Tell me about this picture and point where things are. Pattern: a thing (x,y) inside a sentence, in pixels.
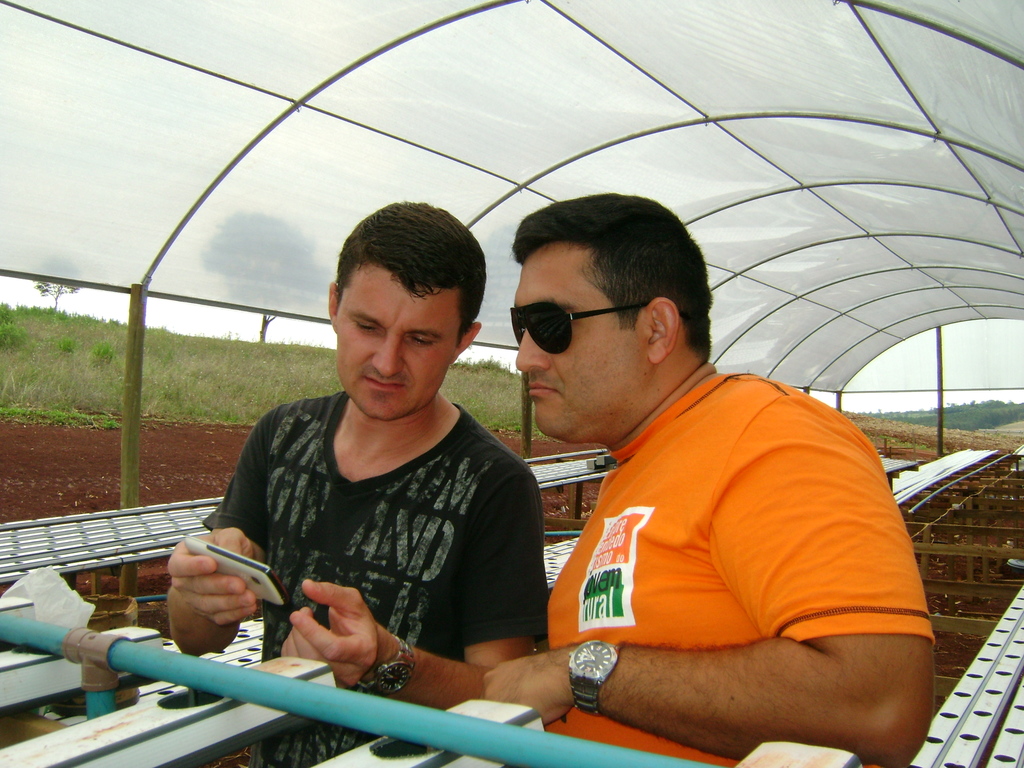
In the center of the image (554,282) there are two people (683,587). The man (329,571) standing on the left (261,594) is holding a mobile (274,571) in his hand (213,579), next to him there is another man (590,541) wearing glasses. At the top (776,220) there is a shed (444,194). In the background (197,386) we can see grass (232,379) and trees (929,420).
